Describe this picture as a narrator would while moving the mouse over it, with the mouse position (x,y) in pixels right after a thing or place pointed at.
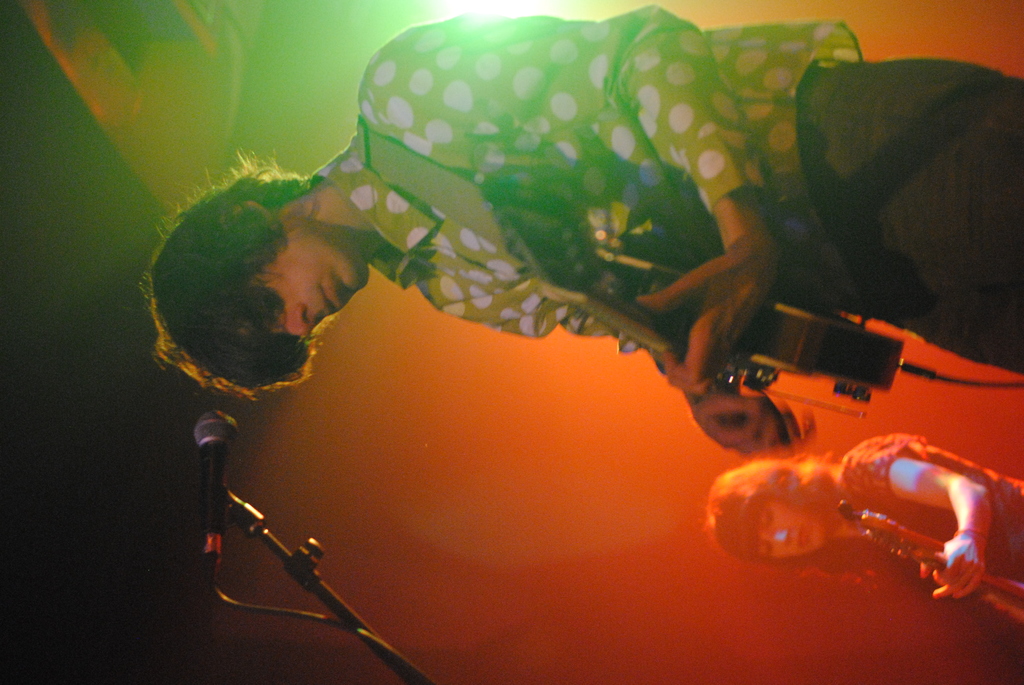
In this image we can see two people (204,279) are playing musical instruments (849,510). In-front of that person (275,316) there is a mic (218,429) and mic stand (249,511).
